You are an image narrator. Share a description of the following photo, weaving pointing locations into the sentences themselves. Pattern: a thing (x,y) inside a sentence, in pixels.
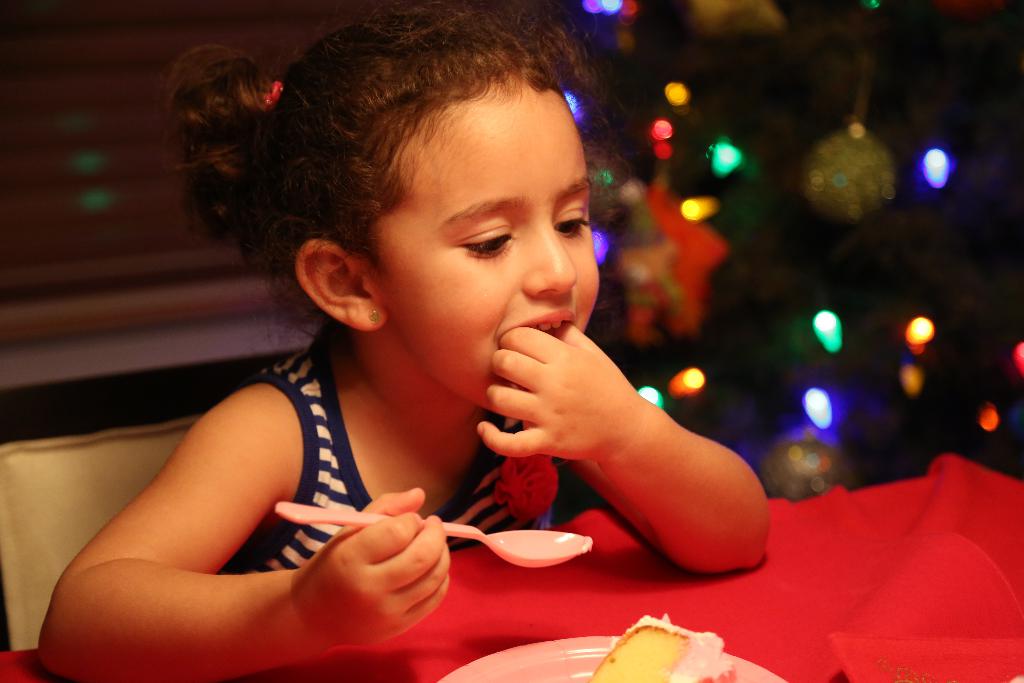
In this image we can see a girl (319,372) holding a spoon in her hand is sitting on a chair (28,475). At the bottom of the image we can see plate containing food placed on the table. On the right side of the image (922,173) we can see some lights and balls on a tree (979,286). On the left side of the image (133,186) we can see window blinds (142,131).
